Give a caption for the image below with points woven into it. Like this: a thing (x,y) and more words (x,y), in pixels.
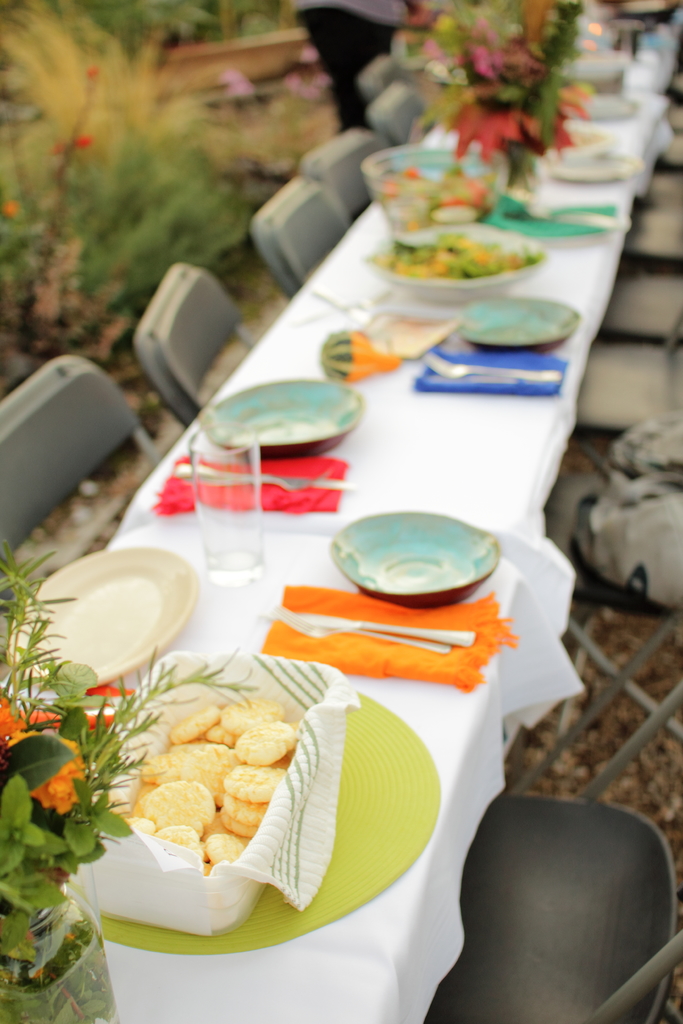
In this picture we can see a table (427,437). On the table (472,494) there are bowls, glasses (620,49), flower vase (520,13), and spoons (395,629). These are the chairs (649,1000) and there is a plant (153,59).
